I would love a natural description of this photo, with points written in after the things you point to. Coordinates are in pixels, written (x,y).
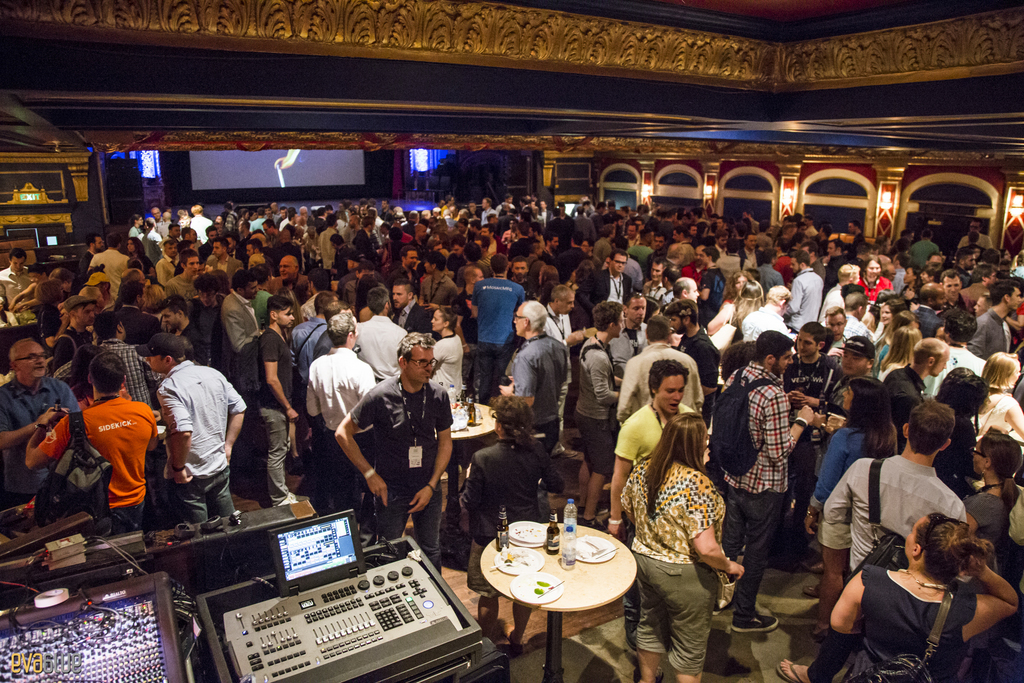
This picture might be taken in a disco (336,134). There are lot of people (355,421) standing in the image. On the left side of the picture (158,593) there are music control systems (235,658). In the center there is a table (600,564), on the table (588,570) there are plates (537,541) and bottles (503,523). In the background (334,176) there is a screen (325,156) and many lamps (650,196) on the top (252,170). There is ceiling (529,94) with designs (725,62).
